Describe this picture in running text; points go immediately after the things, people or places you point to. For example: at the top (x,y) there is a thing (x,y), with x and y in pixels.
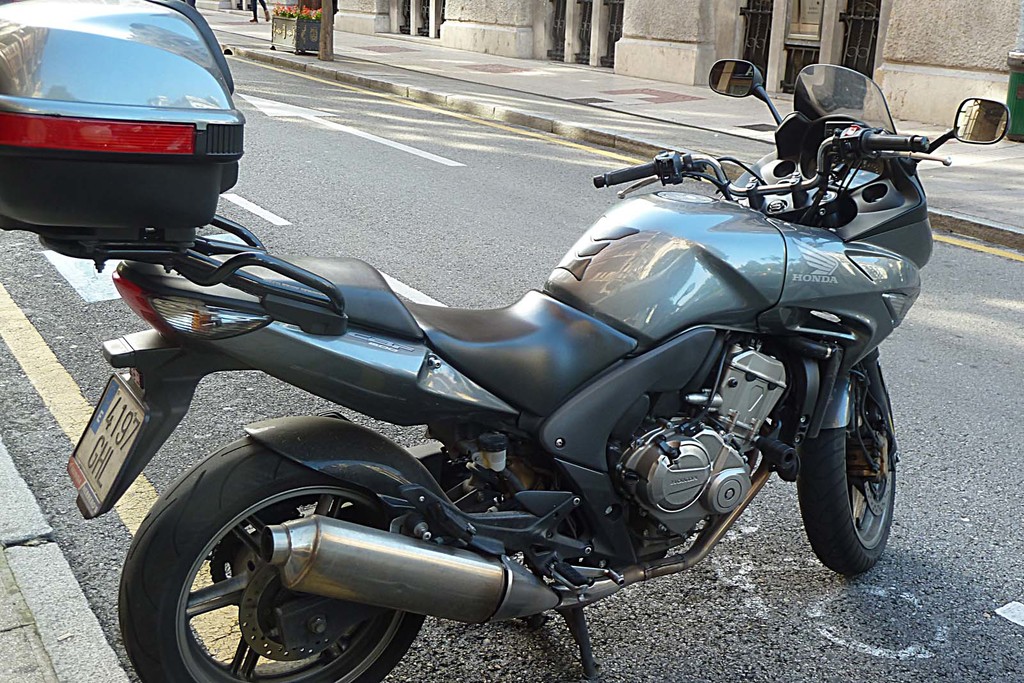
In this image I can see the motorbike (631,305) on the road (350,243). The motorbike (234,262) is in black and grey color. In the background (1012,106) I can see the dustbin (1016,134) and the building (428,35).
